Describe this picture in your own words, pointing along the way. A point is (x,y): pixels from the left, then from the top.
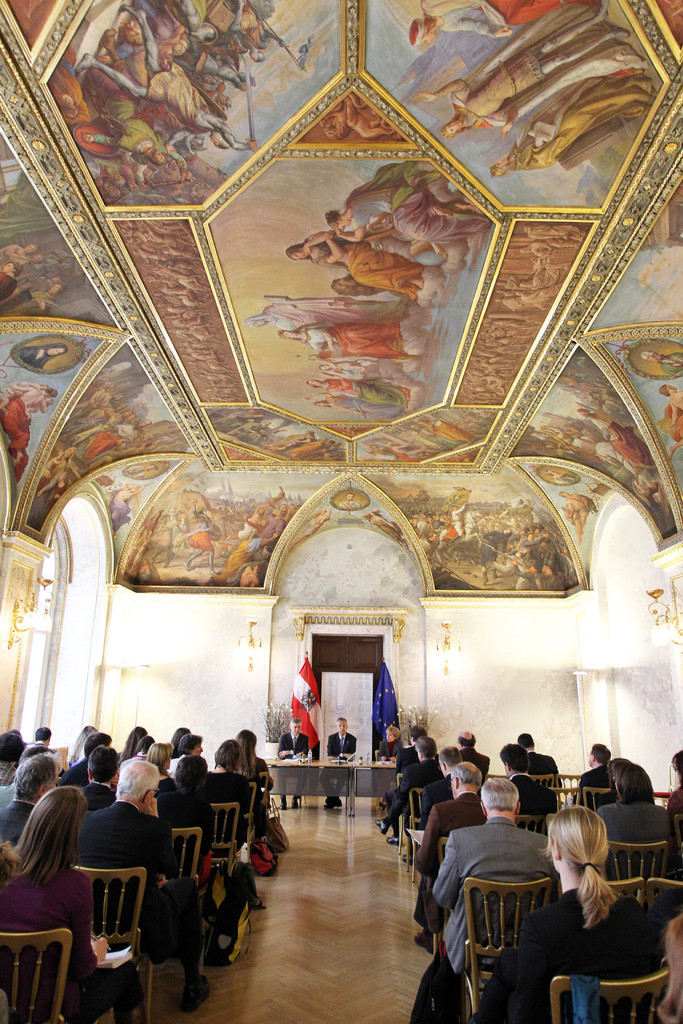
There are many people (158,863) sitting on chairs (216,816) and in the back (330,777) there is a table (340,777). And three people (340,736) are sitting over the table (355,777). Two flags (379,701) are there. One is red and white and other is blue color. In the ceiling (334,172) there are paintings (124,360).
